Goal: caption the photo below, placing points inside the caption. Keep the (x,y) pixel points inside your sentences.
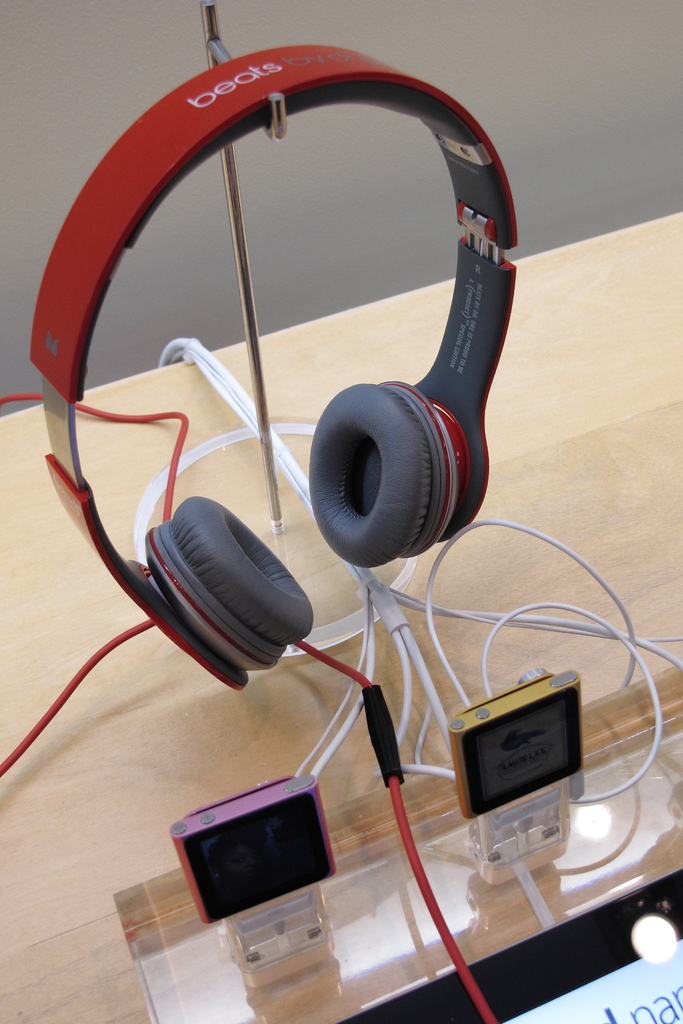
This image is taken indoors. In the background (279,41) there is a wall (390,158). At the bottom of the image (79,966) there is a table (66,736) with a few wires (404,630) and two devices (545,744) on it. There is a board (597,986) with a text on it. In the middle of the image (413,527) there is a headset (135,569) on the hanger (242,207).
